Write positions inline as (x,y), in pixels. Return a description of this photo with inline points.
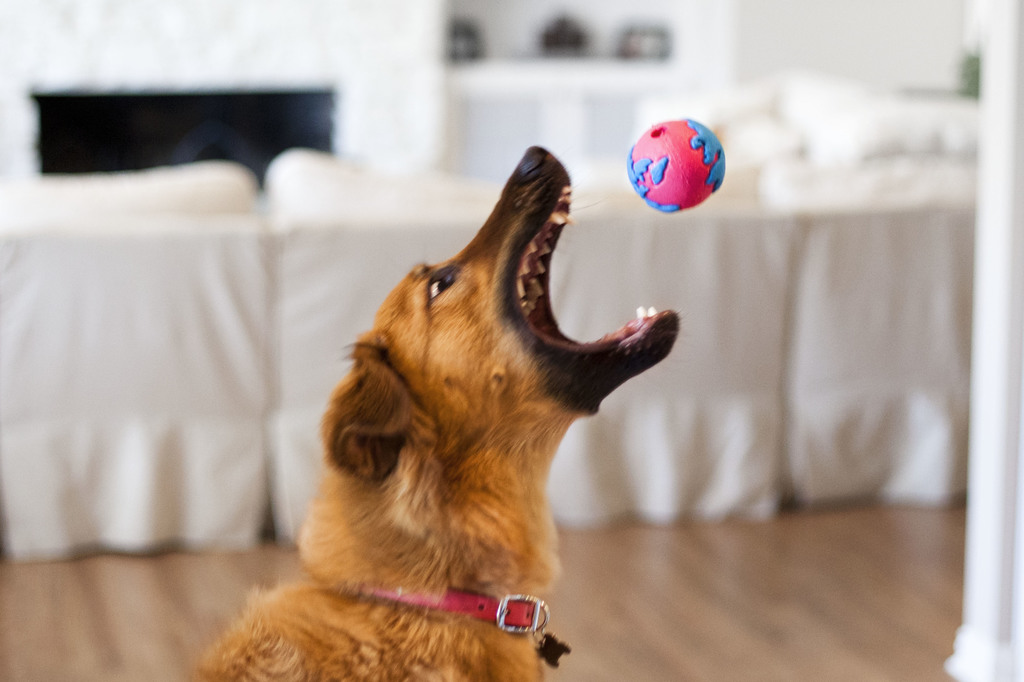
In the picture I can see a dog (626,339) in the middle of the image (582,352) and the dog (536,660) is looking to catch the ball (720,152) which is in the air (728,204). In the background (731,217), I can see the sofas (838,197) which are covered with a white cloth (893,197).
